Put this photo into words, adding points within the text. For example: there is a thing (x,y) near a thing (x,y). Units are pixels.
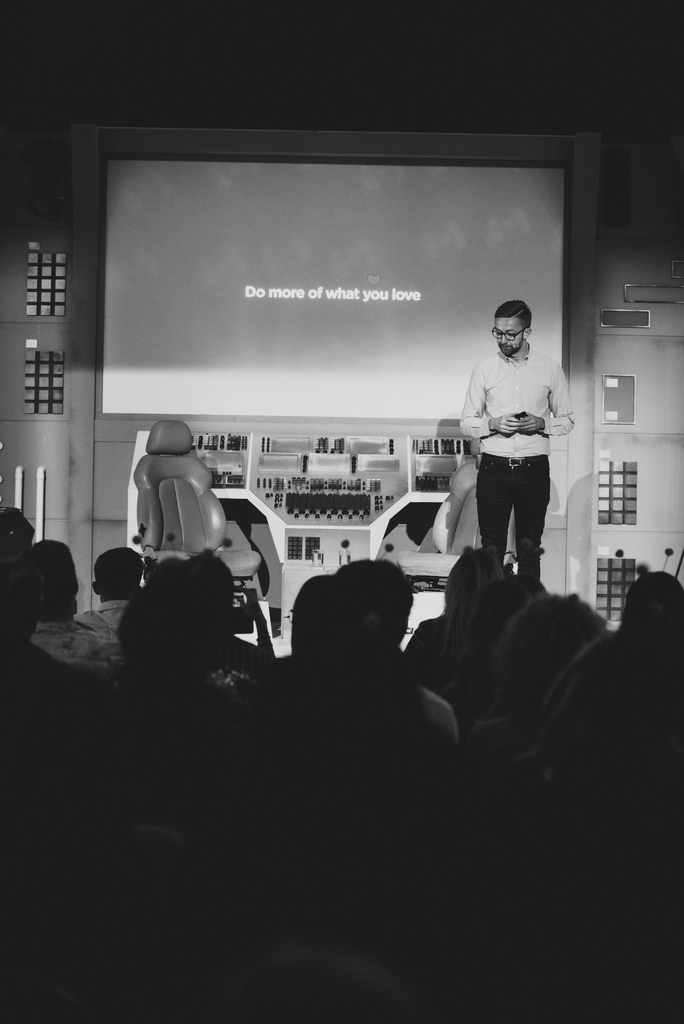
This image is taken indoors. This image is a black and white image. At the bottom of the image (478,728) a few people (478,708) are sitting on the chairs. In the background (43,420) there is a wall (94,379) and there is a screen (278,321) with a text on it. There are a few shelves (432,490) with a few things (367,488). There are two empty chairs (184,520). In the middle of the image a man (500,498) is standing and he is holding an object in his hands (508,428).
